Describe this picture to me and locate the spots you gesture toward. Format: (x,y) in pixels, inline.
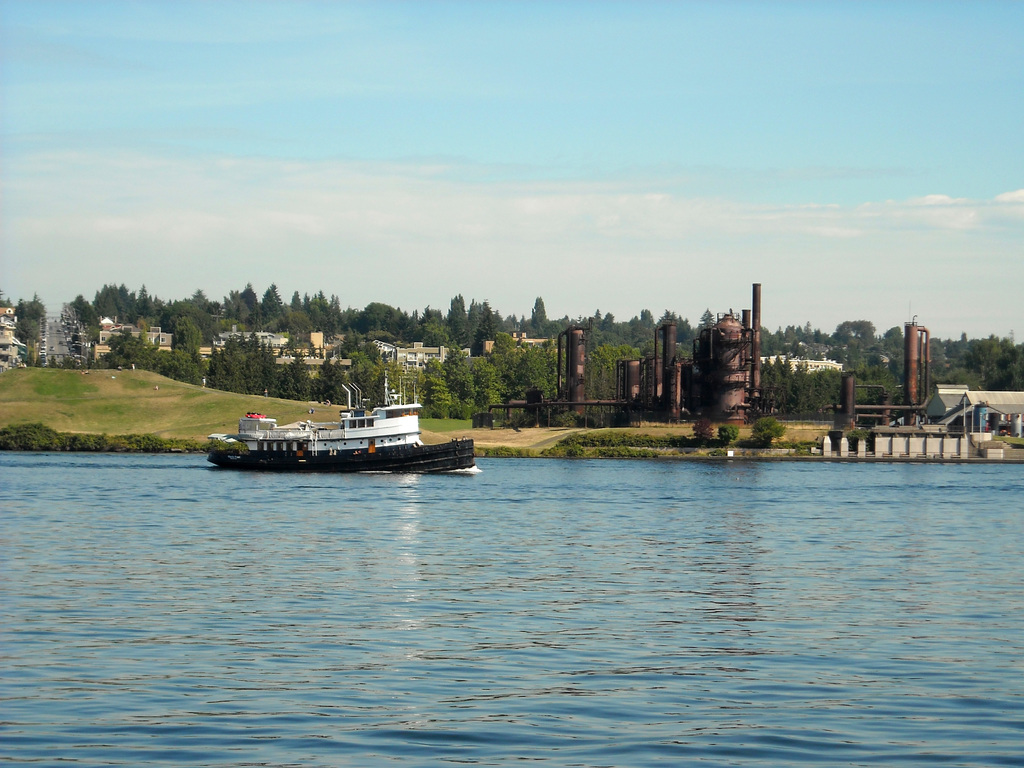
In this image we can see a ship (346,446) on the water (485,487), trees (373,344), buildings (488,349), factory equipment (928,390), sheds (951,410) and sky (451,186) with clouds (526,186).
